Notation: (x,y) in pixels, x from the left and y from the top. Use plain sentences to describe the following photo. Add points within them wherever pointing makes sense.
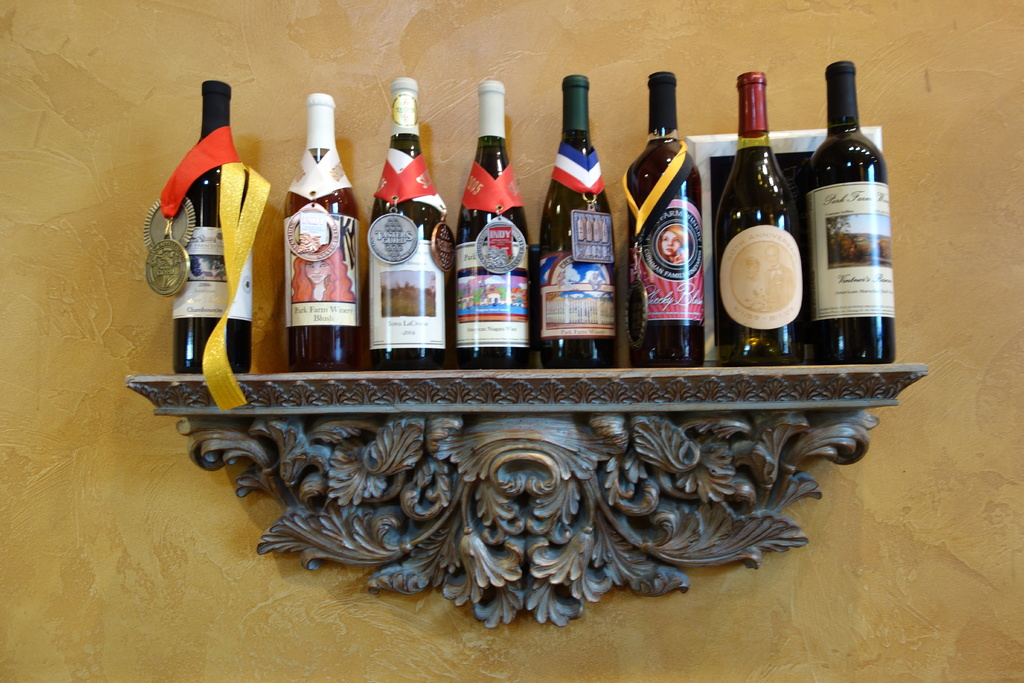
This picture shows few wine bottles (759,114) on the shelf (915,382) and we see a medal (179,280) on the bottle (218,146) and we see light yellow color wall (945,569).
